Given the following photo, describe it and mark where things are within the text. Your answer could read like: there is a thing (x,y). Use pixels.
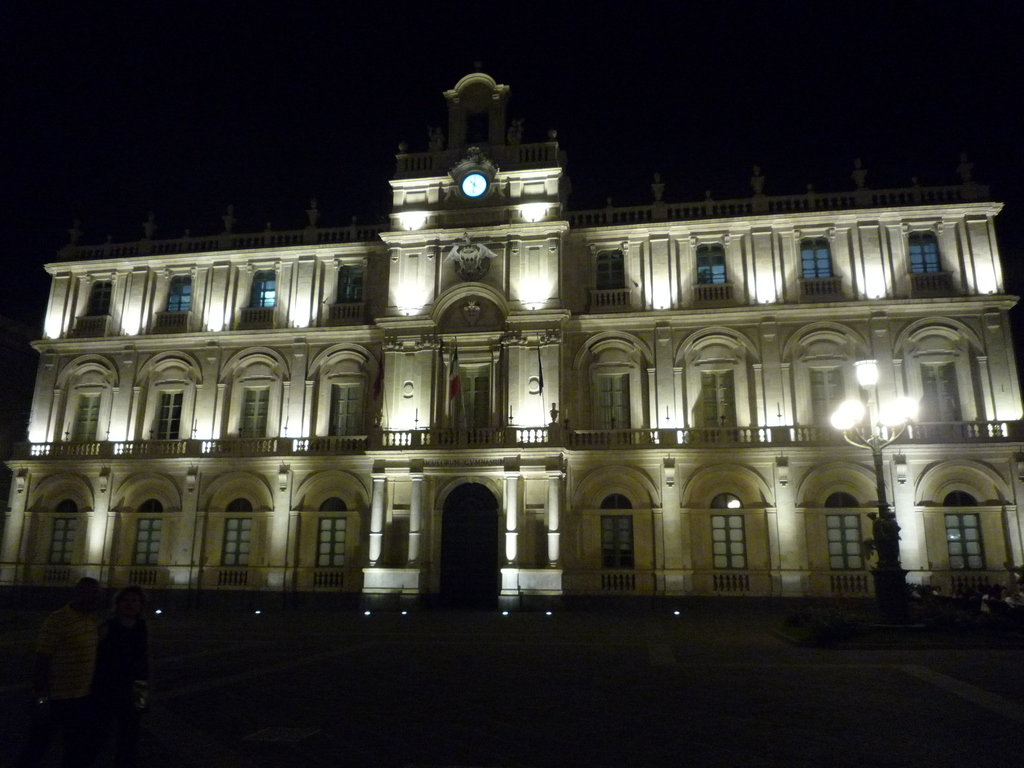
On the left side of the image (138,669) there are two people (42,633) on the road (269,732). Behind them there is a building (701,535). There are lights (875,400). There are windows (181,290). In the center of the image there is a clock (464,184) on the wall (518,193). In the background of the image (445,47) there is sky (257,40).
